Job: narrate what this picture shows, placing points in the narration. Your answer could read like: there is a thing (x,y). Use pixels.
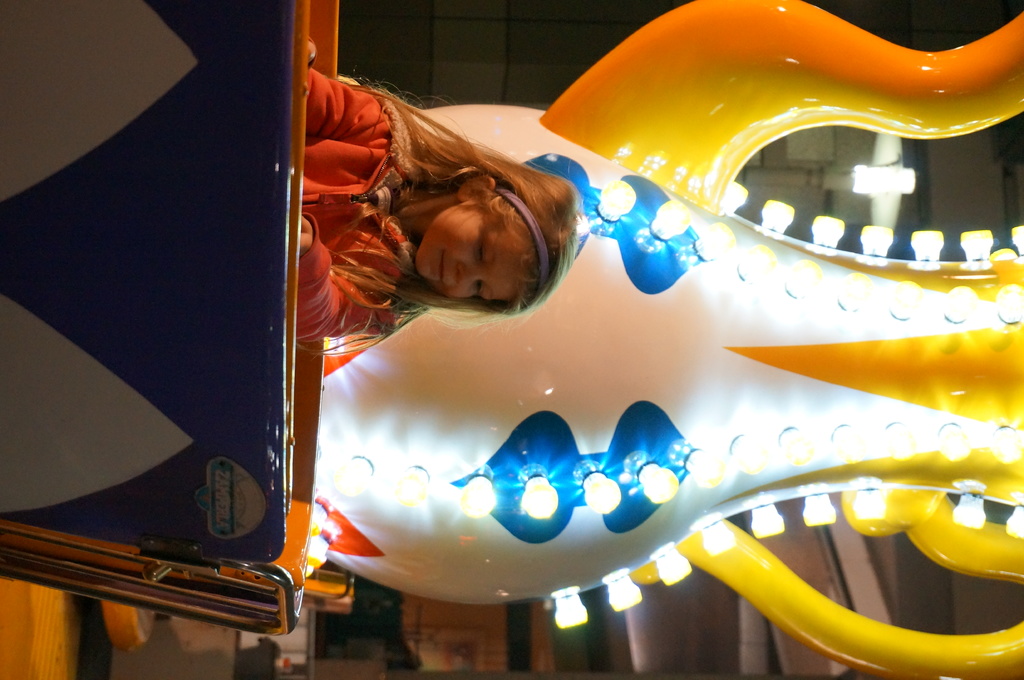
This picture seems to be clicked inside the room (504,226). In the foreground (423,270) we can see a girl (320,241) seems to be sitting and we can see the text (223,509) on an object (252,363). On the right (924,354) we can see the sculpture (738,343) of an object (860,412) which seems to be the jug (696,174) and we can see the lights (900,306). In the background (478,42) we can see the wall (457,40) and many other objects (469,659).
